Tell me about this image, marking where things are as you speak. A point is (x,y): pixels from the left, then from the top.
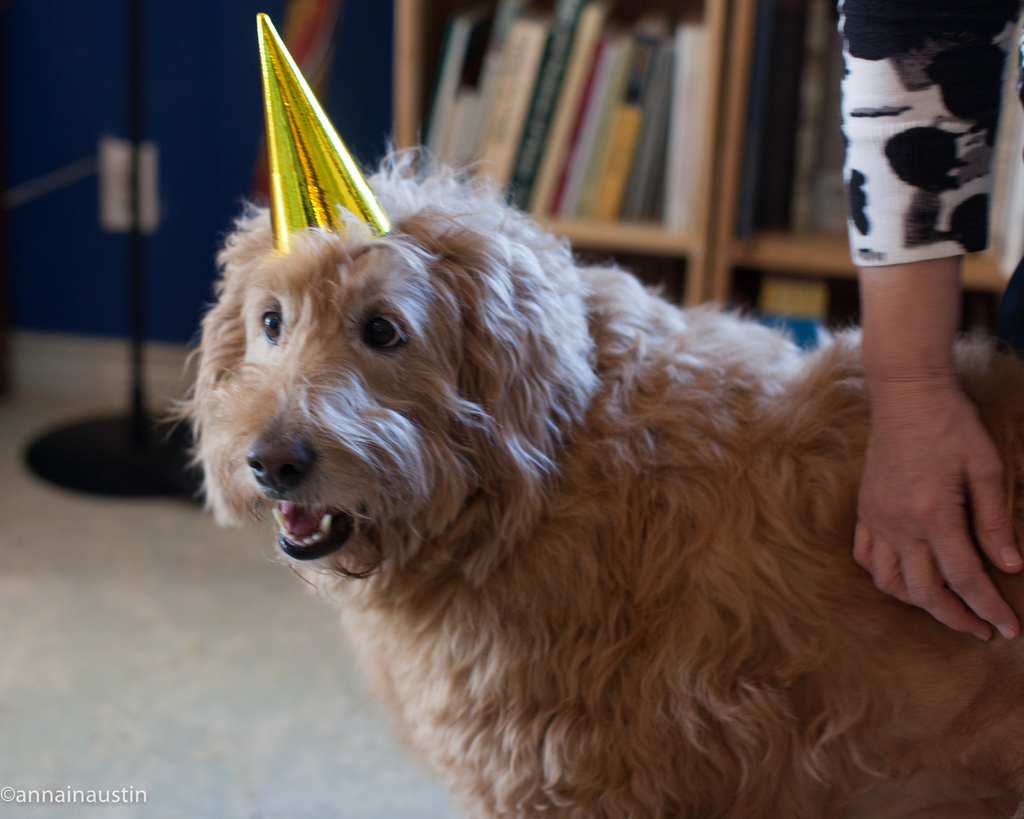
This image is taken indoors. On the right side of the image (870,245) there is a person (931,382) and there is a dog (406,413) with a cap (283,155) on the head (359,275). In the background (256,83) there is a wall (68,75). There is a cupboard (768,249) with a few shelves (682,230) and there are many books (662,154) on the shelves (748,82). There is an object (127,436). On the left side of the image (161,705) there is a floor (167,713).
